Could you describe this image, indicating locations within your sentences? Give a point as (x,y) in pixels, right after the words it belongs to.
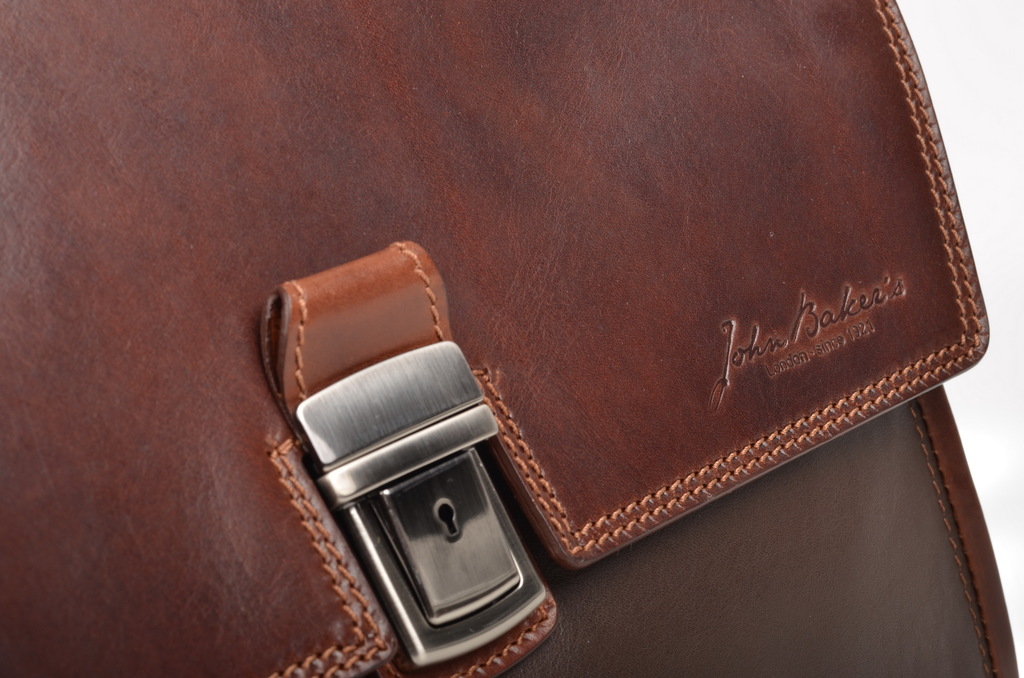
This picture shows a bag (229,655).
